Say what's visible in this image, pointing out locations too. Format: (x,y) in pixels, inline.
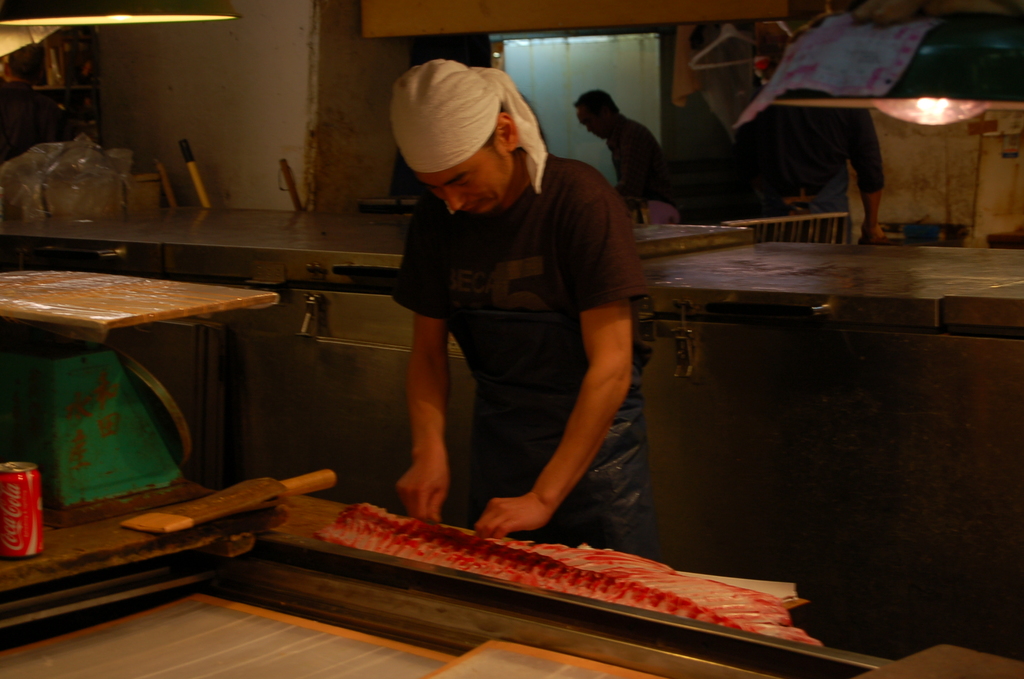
There is a man (405,505) cutting meat (462,537). There is a tin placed on the table (32,559). In the background (811,193) there are two people (619,199). There is a light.
